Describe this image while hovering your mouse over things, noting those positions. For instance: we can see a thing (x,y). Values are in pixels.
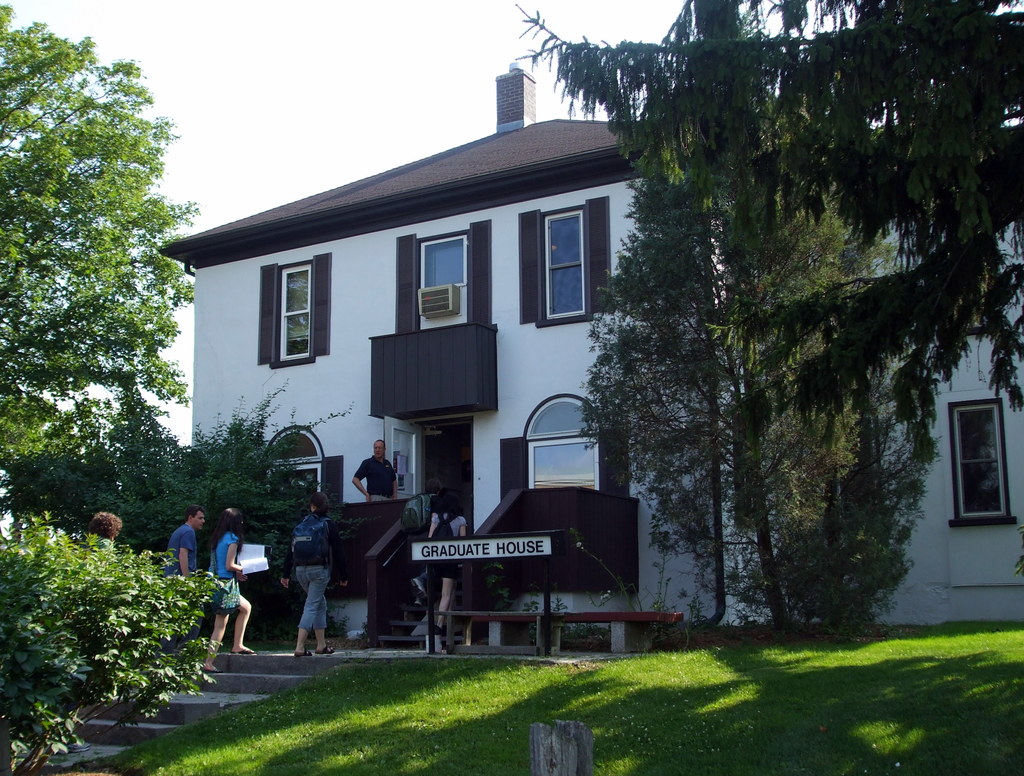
In the picture there is a graduate house (471,339) and students (230,565) are moving inside the house (398,450) and there are many trees (48,343) and a garden (528,688) in front of the house (581,566).
